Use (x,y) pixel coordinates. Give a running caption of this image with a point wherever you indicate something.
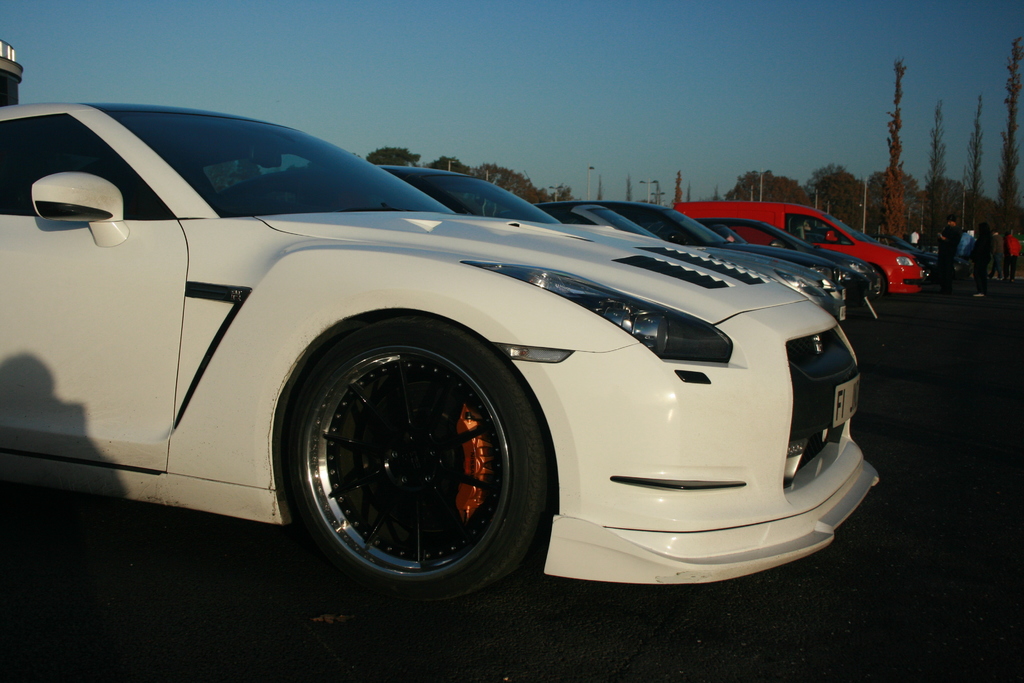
In this picture we can see there are some vehicles (480,249) parked on the path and on the right side of the vehicles (837,258) there are groups of people (976,251). Behind the vehicles (767,252) there are poles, trees (860,219) and a sky (586,127).
